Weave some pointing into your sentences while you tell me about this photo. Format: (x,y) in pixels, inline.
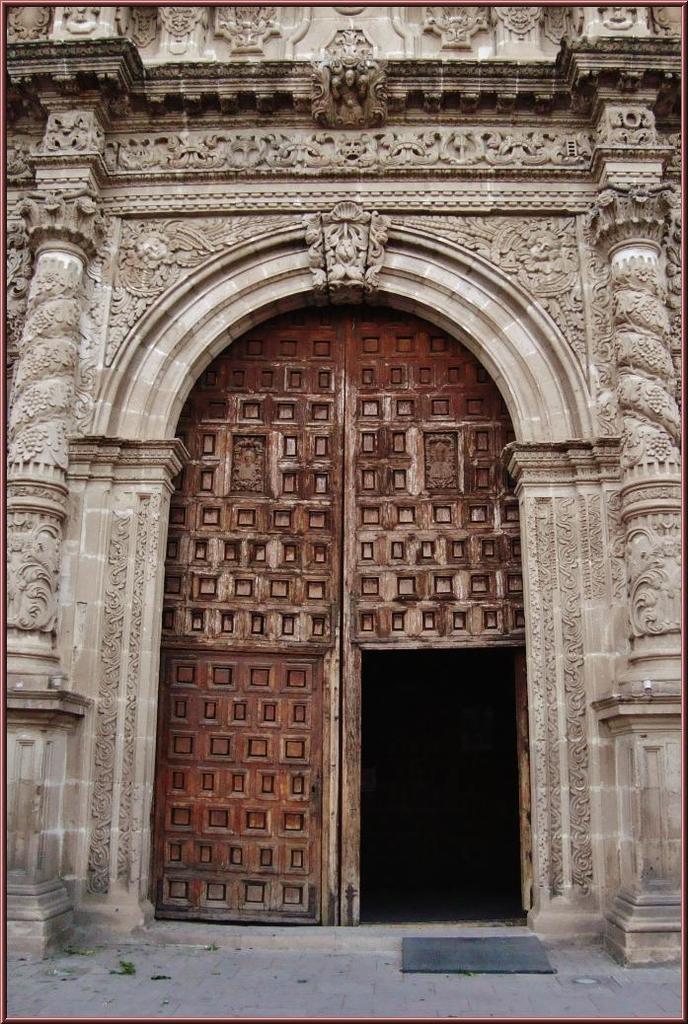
This is an edited picture. I can see a wall (192,198) with pillars (26,450) and a door (269,695).
